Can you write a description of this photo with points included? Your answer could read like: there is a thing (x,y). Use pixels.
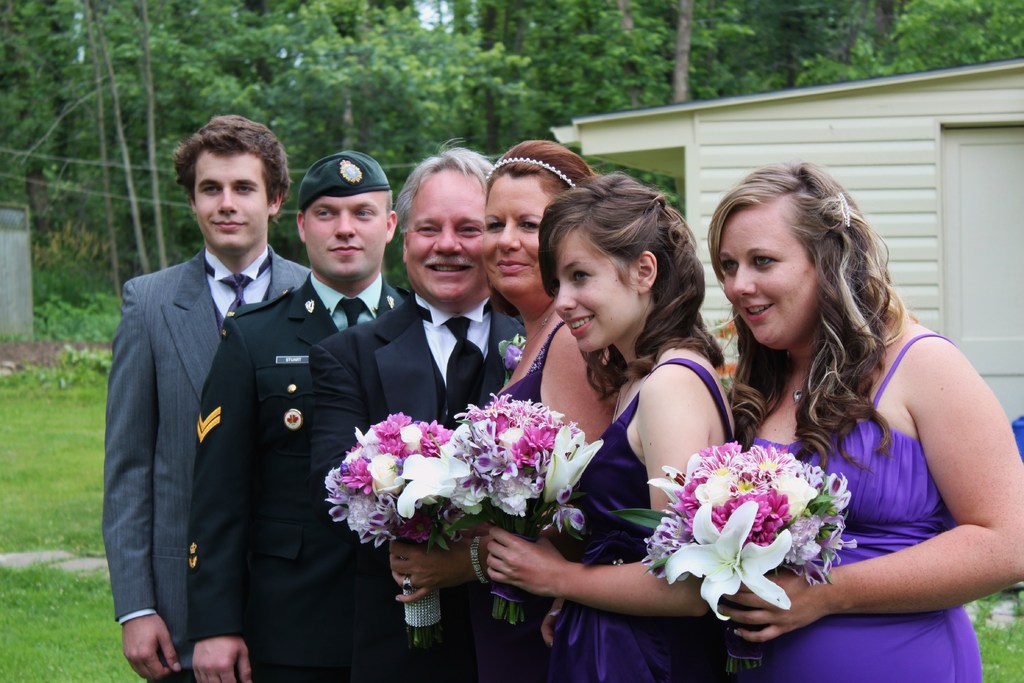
In this image I can see few people (472,358) with different color dresses (318,390). I can see three people (518,576) are holding the flower bouquets (406,525). In the background (816,163) I can see the house (776,129) and many trees (394,99).
